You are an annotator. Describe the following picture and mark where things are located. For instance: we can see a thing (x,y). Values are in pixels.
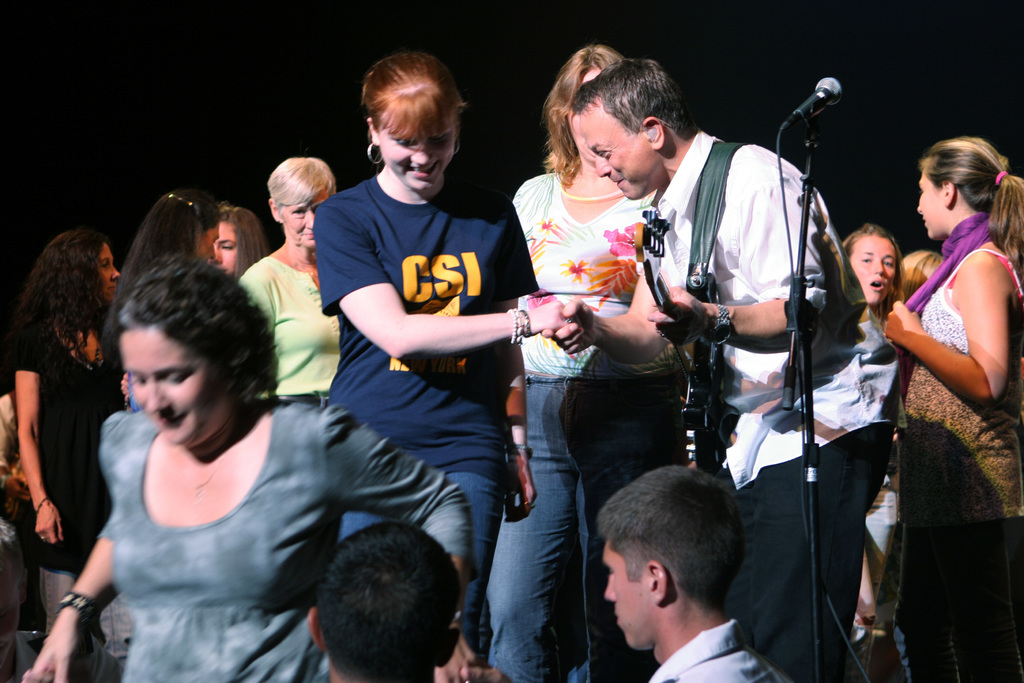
In this image I can see a person (793,249) wearing white shirt (782,233) and black pant (773,568) is standing and holding a musical instrument (718,366) in his hand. I can see a microphone (839,88) in front of him. I can see a woman (488,388) wearing blue t shirt (465,415) and jeans (473,484) is standing and shaking hands (599,328) with him. I can see number of persons (309,395) standing and the black colored background (948,120).
